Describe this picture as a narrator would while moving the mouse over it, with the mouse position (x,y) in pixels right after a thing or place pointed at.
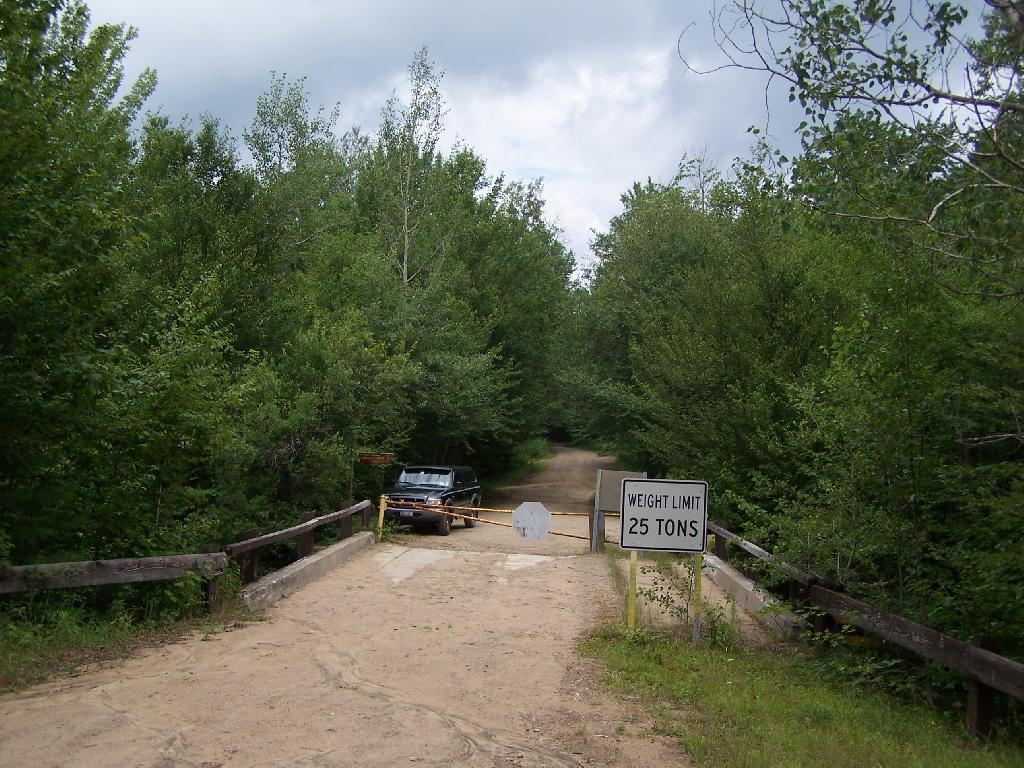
In this picture we can see trees (837,356) on the right side (800,356) and left side (132,297), at the right bottom (763,646) there is grass (806,691), we can see a board (677,543) on the right side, there is a car (466,497) and check post (532,507) in the middle (452,491), we can see the sky (522,96) at the top of the picture (506,73).
